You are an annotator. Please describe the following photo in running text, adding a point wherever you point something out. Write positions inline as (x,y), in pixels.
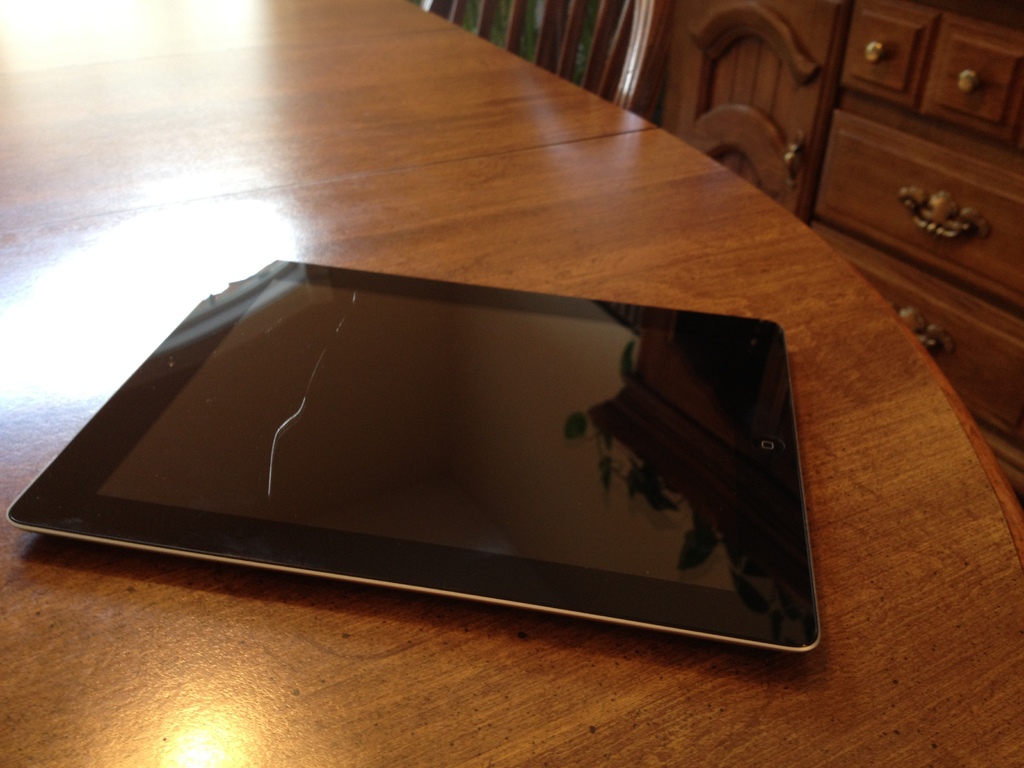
On this wooden table (358,678) there is a iPad (584,562). Beside this wooden table (474,100) there is a chair (601,76) and cupboard (820,52) with drawers (922,208). In this iPad (525,302) there is a reflection (716,483) of a cupboard (702,479).
